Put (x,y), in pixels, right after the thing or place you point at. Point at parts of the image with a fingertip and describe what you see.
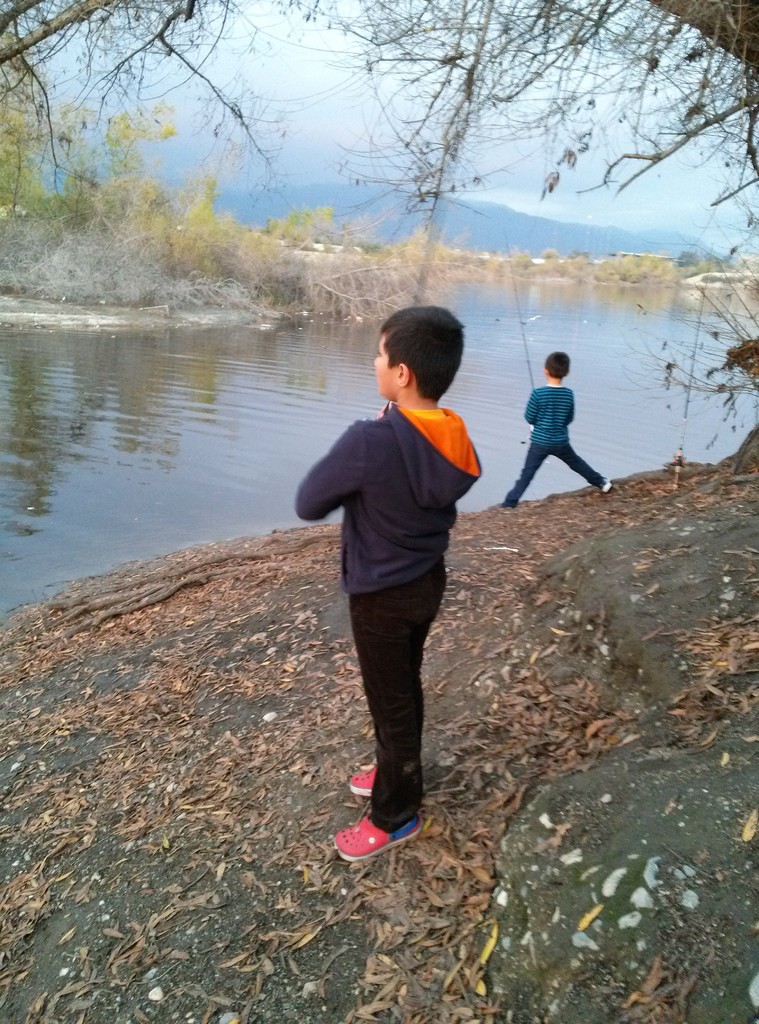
In this picture, there are two children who are fishing and in the middle (270,521) there is a water (45,531).
